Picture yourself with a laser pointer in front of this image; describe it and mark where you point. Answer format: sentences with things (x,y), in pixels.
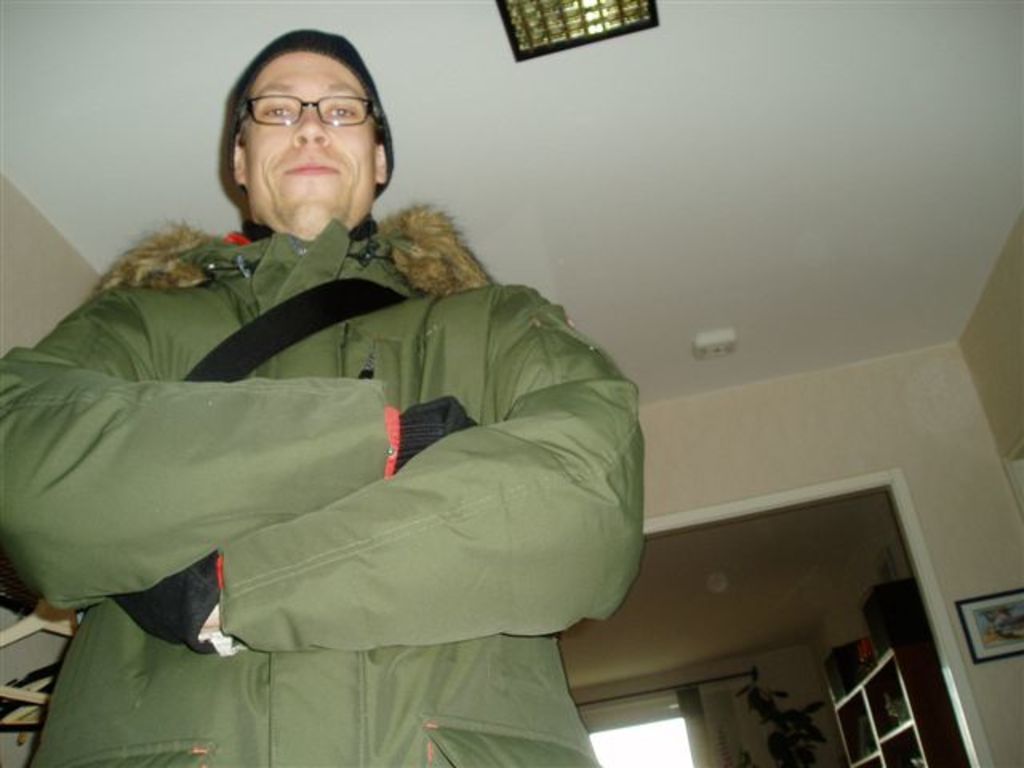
The picture is taken in a room (596,333). In the foreground of the picture (270,461) there is a man (194,482) in green jacket (363,499), he is wearing spectacles (287,113). There is a light (569,30) to the ceiling (651,139). On the right (909,662) there are frame (967,633), closet (904,671) and plant (791,721). In the center of the background (689,712) there is a curtain (689,727) and door (665,739).
